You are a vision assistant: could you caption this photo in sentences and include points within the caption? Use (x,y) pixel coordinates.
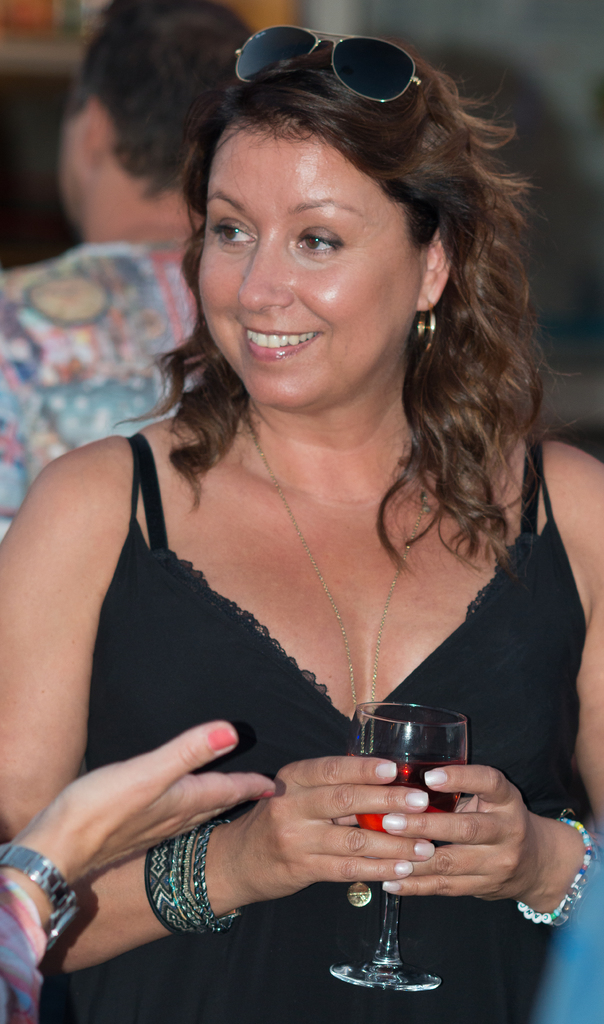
In this image we can see a woman (326,344) holding a glass (420,755) and a goggles (387,76) on the head (321,62).
